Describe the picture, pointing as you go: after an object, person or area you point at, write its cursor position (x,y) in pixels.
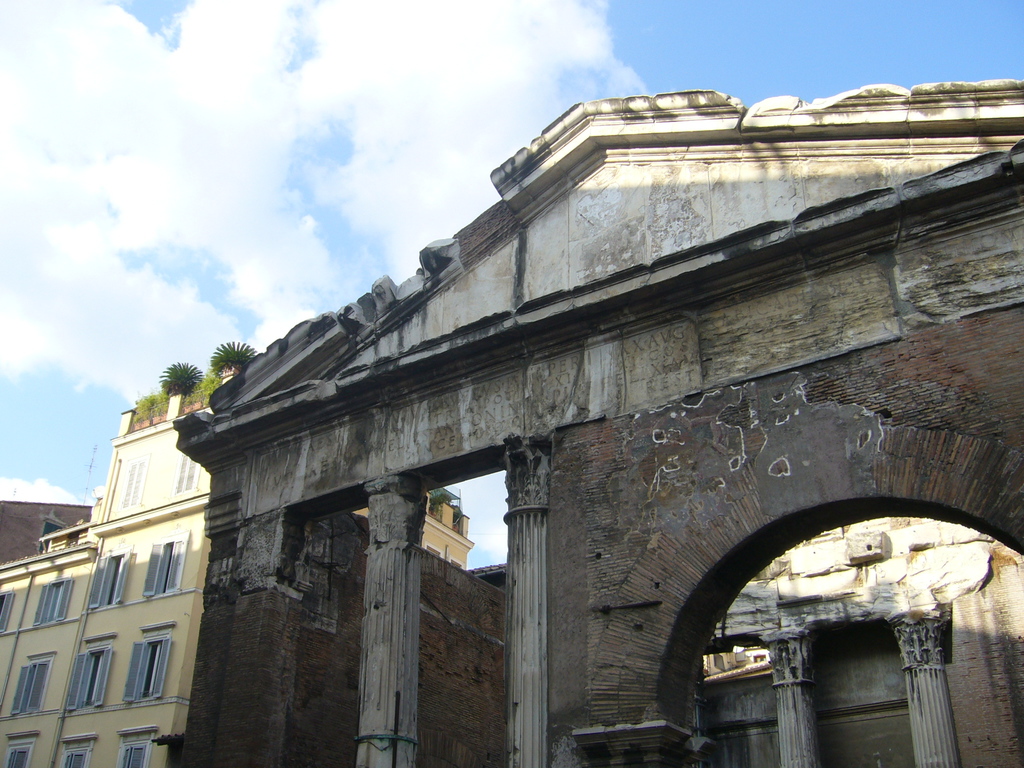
Sky (340,172) is cloudy. Here we can see buildings (99,620), pillars (405,505), plants (157,401) and windows (156,689).
